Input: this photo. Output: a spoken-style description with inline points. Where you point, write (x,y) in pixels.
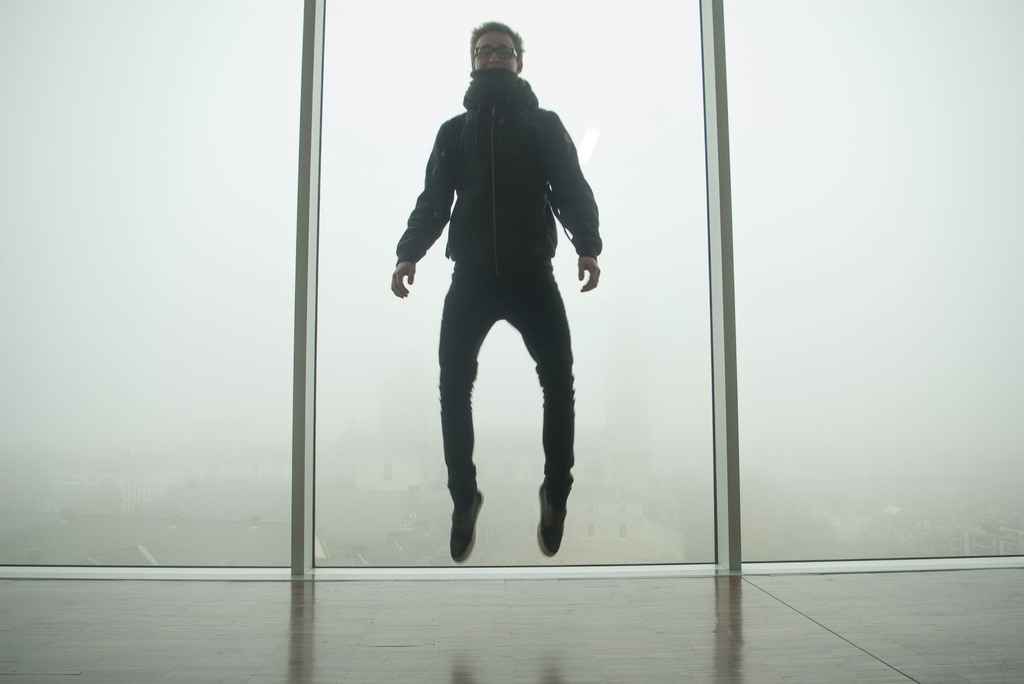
In this image in the center (461,276) there is one person (461,363) who is in air, and in the background (842,210) there are glass doors (915,102). At the bottom (503,665) there is floor (636,665), and through the glass doors (790,415) we could see some buildings (847,525).
